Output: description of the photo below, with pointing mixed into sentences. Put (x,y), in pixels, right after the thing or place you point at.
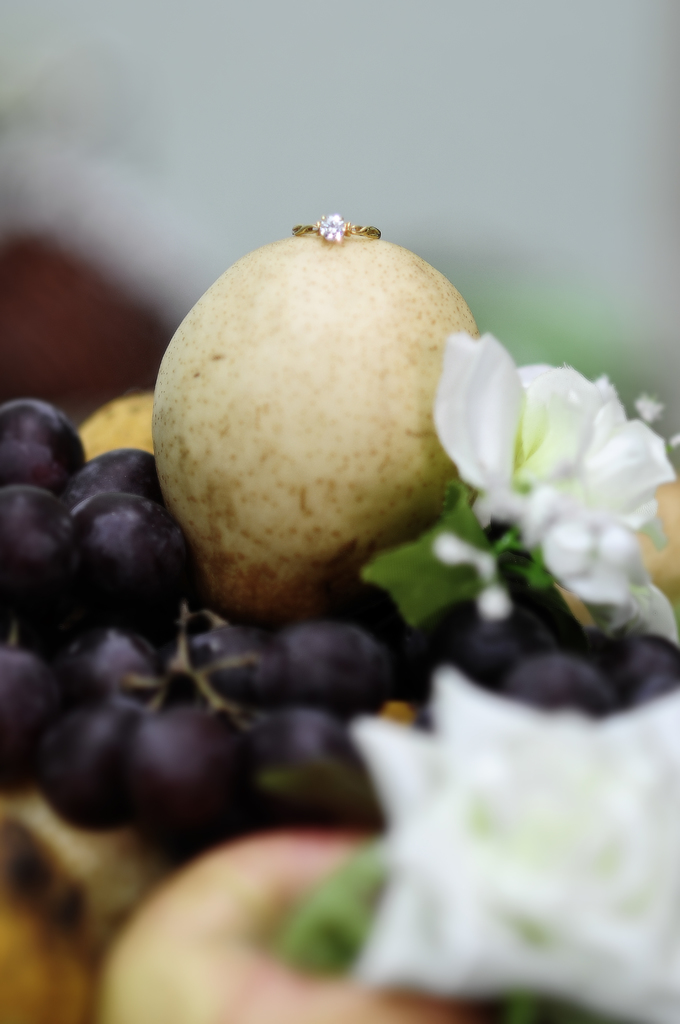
As we can see in the image there are black color grapes (334,707), white color flowers (475,838), ring (344,227) and a wall (523,186). The background (533,102) is blurred.
